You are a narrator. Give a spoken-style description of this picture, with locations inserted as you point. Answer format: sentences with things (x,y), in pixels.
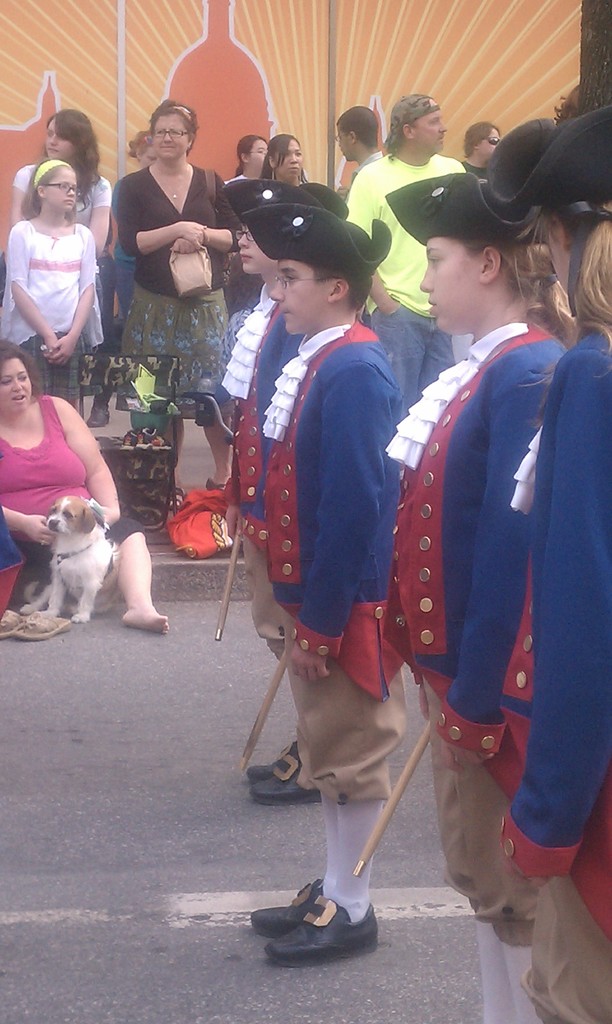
This picture shows group of people (606,507) standing and a woman (2,395) seated holding a dog (87,595) in her hand (45,536).
